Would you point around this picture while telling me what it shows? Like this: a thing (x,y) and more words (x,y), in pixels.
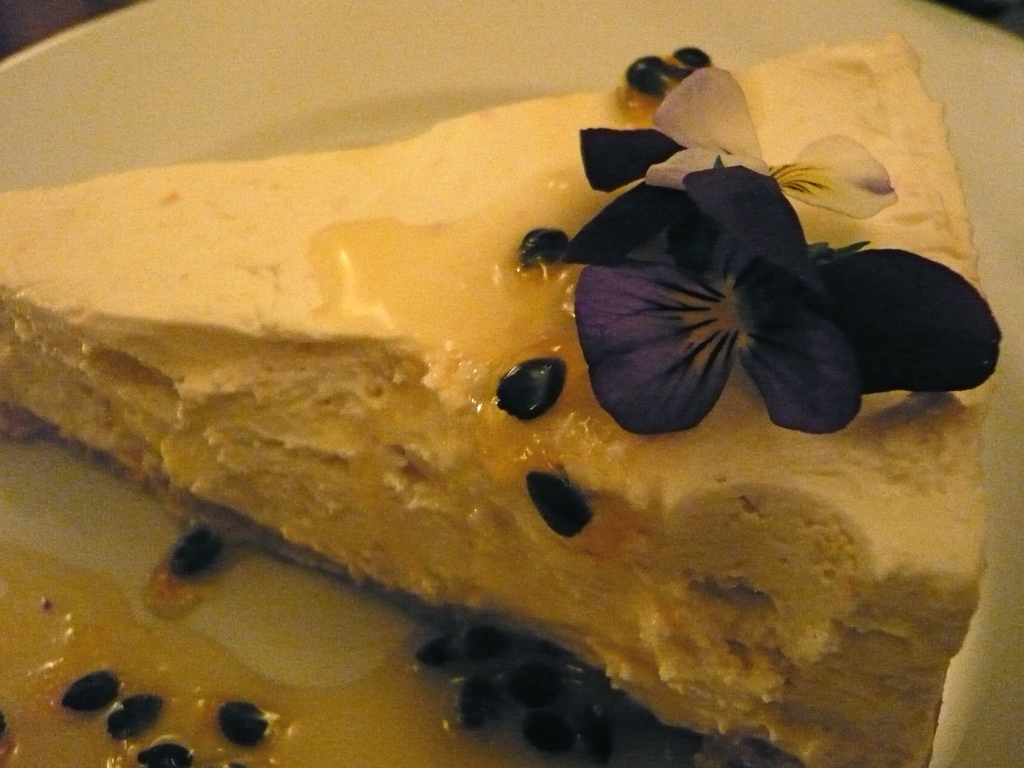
In this image we can see two flowers (758,252) and some food (914,558) on the white plate (1012,462).
